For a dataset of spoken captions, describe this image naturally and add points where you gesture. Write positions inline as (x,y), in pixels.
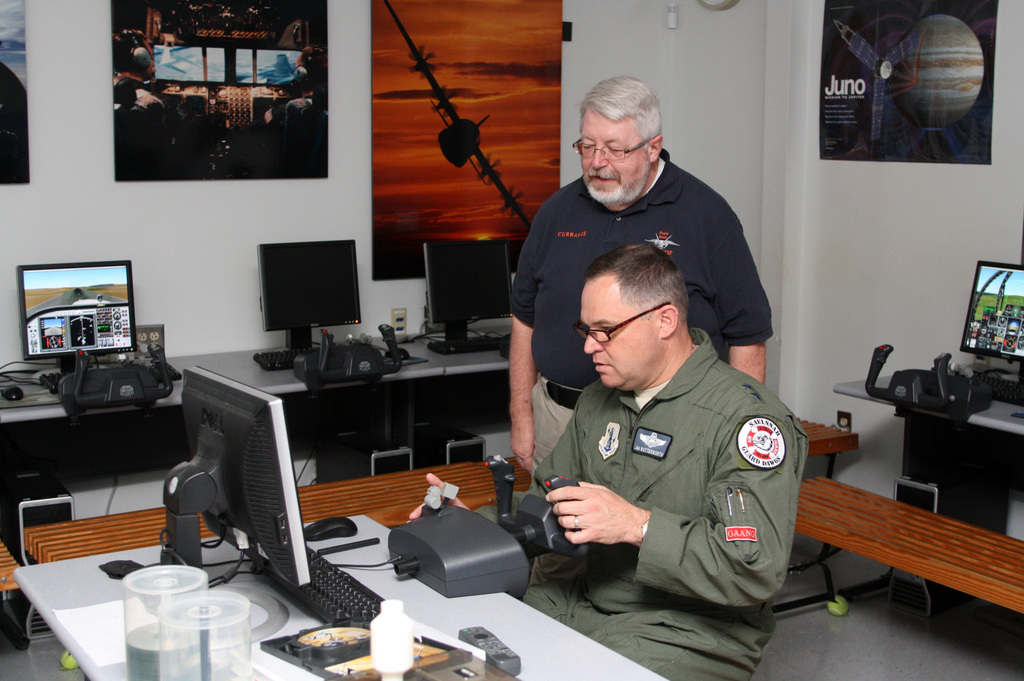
In this image in the foreground (663,304) I can see a person (639,289) sitting and at the back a person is standing on the table (508,634) I can see system (295,576), remote (497,655), disk (136,674) and in the background (415,245) we can see some pictures (907,84) on the wall (61,32) and there are many systems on the table (418,341).
